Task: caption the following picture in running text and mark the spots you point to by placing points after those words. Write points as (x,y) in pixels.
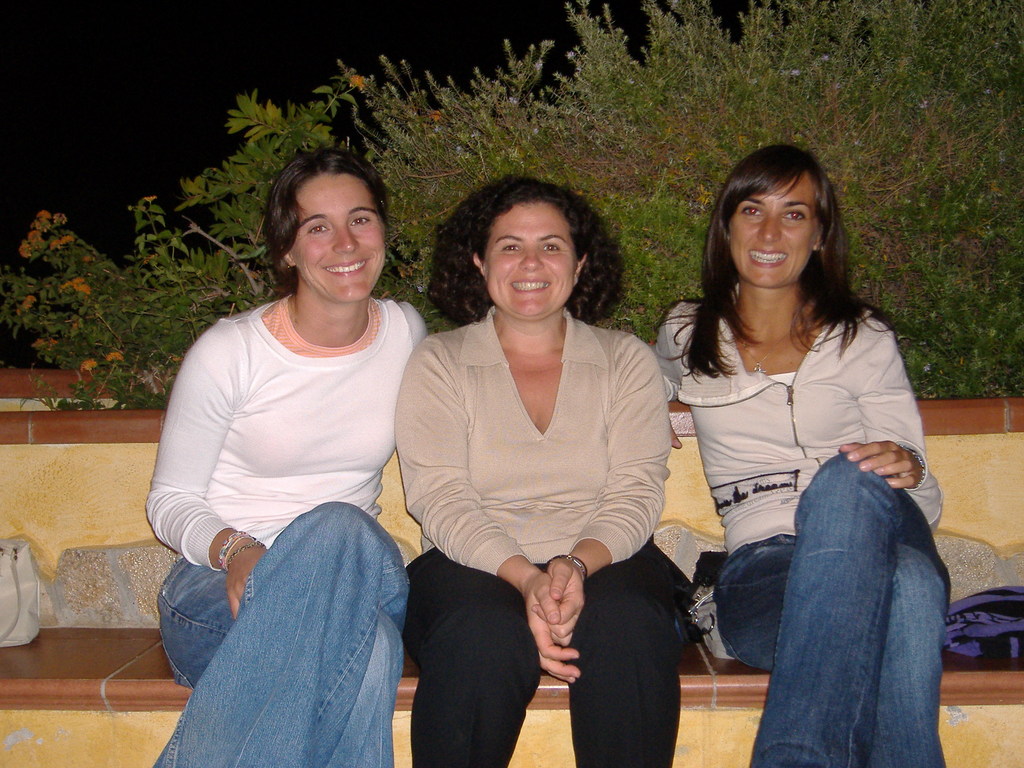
These people (436,672) are sitting and smiling. Background (708,155) there are plants (564,176).
